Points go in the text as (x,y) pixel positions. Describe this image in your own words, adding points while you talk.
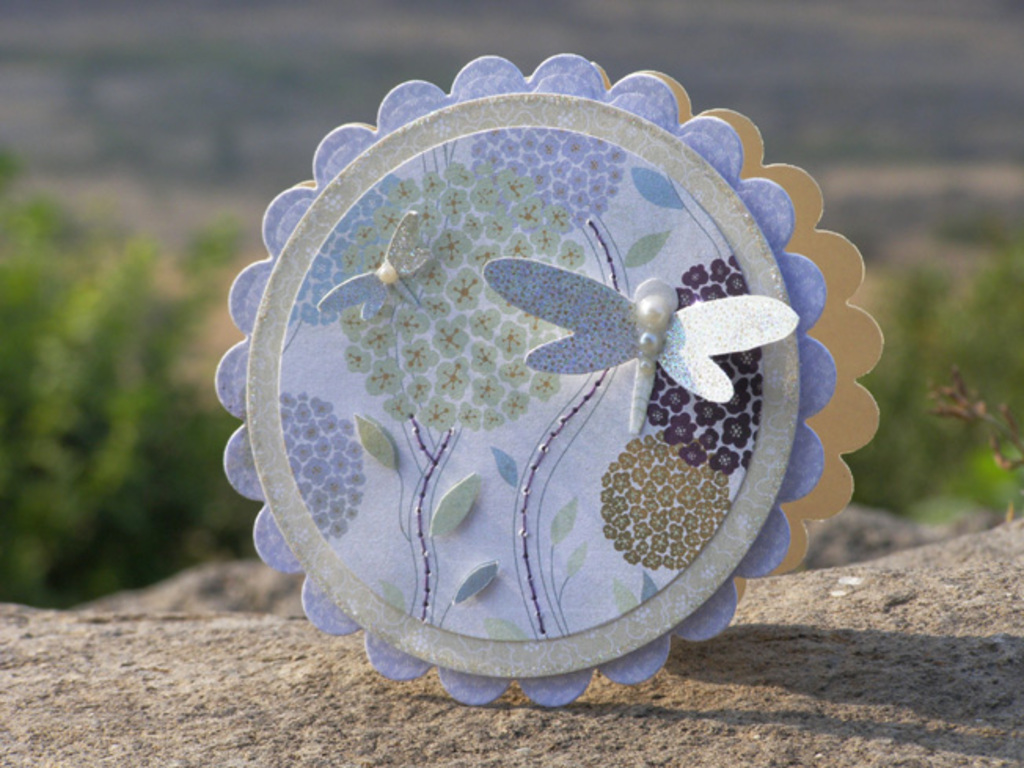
In this image in the front (522,316) there is a colourful object (638,366) and the background (862,201) is blurry.
